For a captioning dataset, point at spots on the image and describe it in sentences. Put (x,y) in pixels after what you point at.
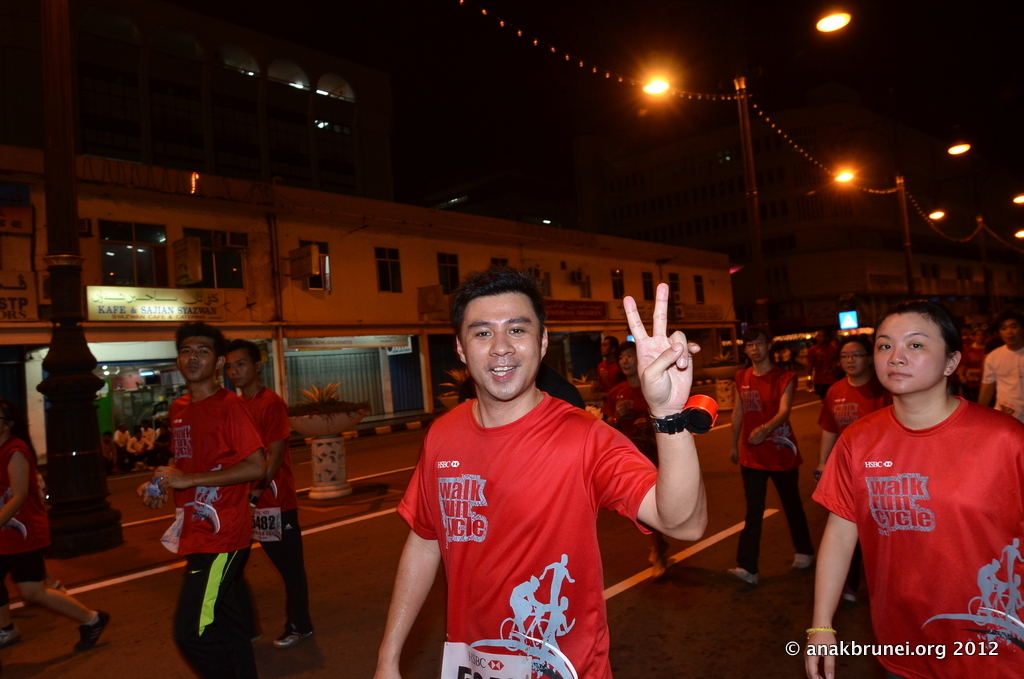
In this image I can see in the middle (497,341) a group of people (656,525) are walking on the road (789,546), they wore red color t-shirts (920,556). On the left side (164,323) there is the building (450,354), at the top (753,181) there are street lights (904,231).
